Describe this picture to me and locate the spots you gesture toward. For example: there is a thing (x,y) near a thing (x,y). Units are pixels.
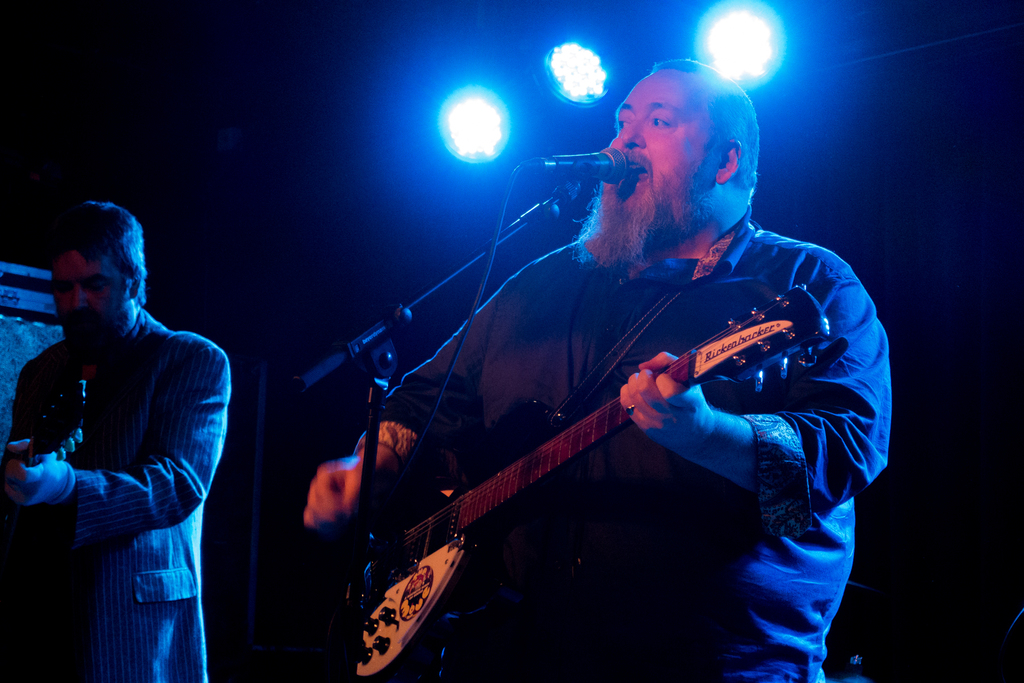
In the middle of the image (660,447) a man (735,442) is standing and playing guitar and singing on the microphone (614,164). Bottom left side of the image (180,599) there is a man (135,293) holding the guitar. At the top of the image (761,35) there are some lights (440,122).
